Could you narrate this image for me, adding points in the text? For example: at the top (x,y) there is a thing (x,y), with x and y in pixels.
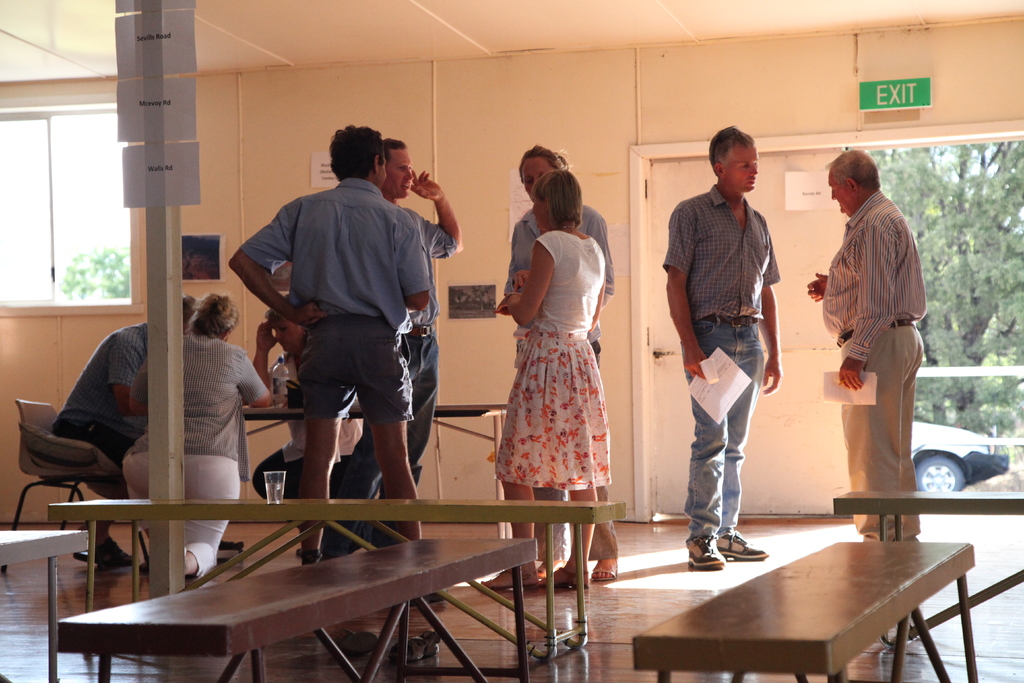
In this picture there are group of people (700,216), they are standing at the center of the image (661,309) and there is a door (837,477) at the right side of the image (997,132), there are some benches (136,547) at the right (840,496) and left side of the image (215,538), there are three people (97,346) those who are sitting at the left side of the image (109,396).
